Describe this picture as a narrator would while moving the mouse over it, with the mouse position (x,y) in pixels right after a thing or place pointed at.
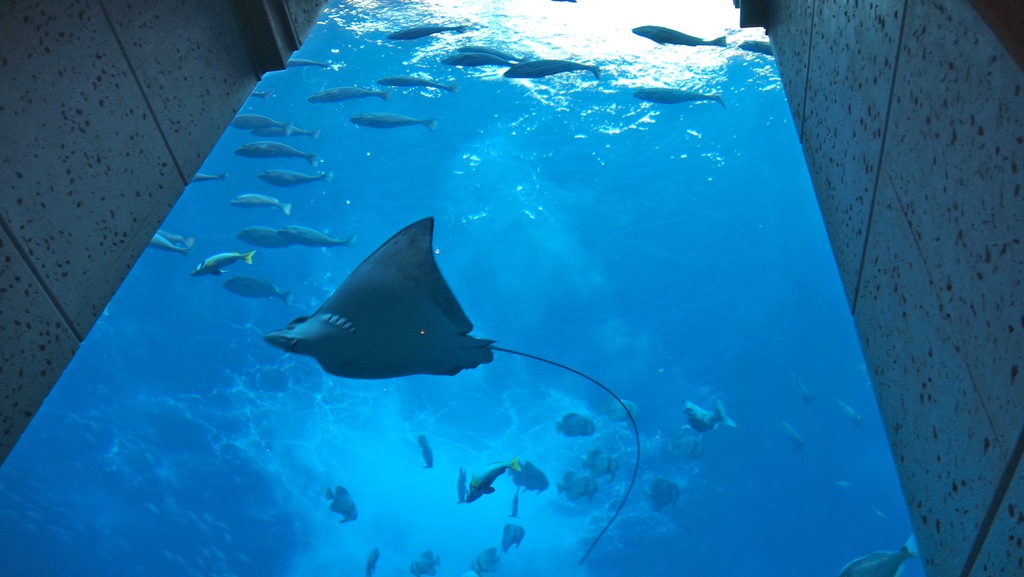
In this image we can see fish (378,326) and sea animals (366,317) in the water (549,241) in the middle of the image (417,344). On the left (141,125) and right side (887,212) we can see the walls (7,364).
